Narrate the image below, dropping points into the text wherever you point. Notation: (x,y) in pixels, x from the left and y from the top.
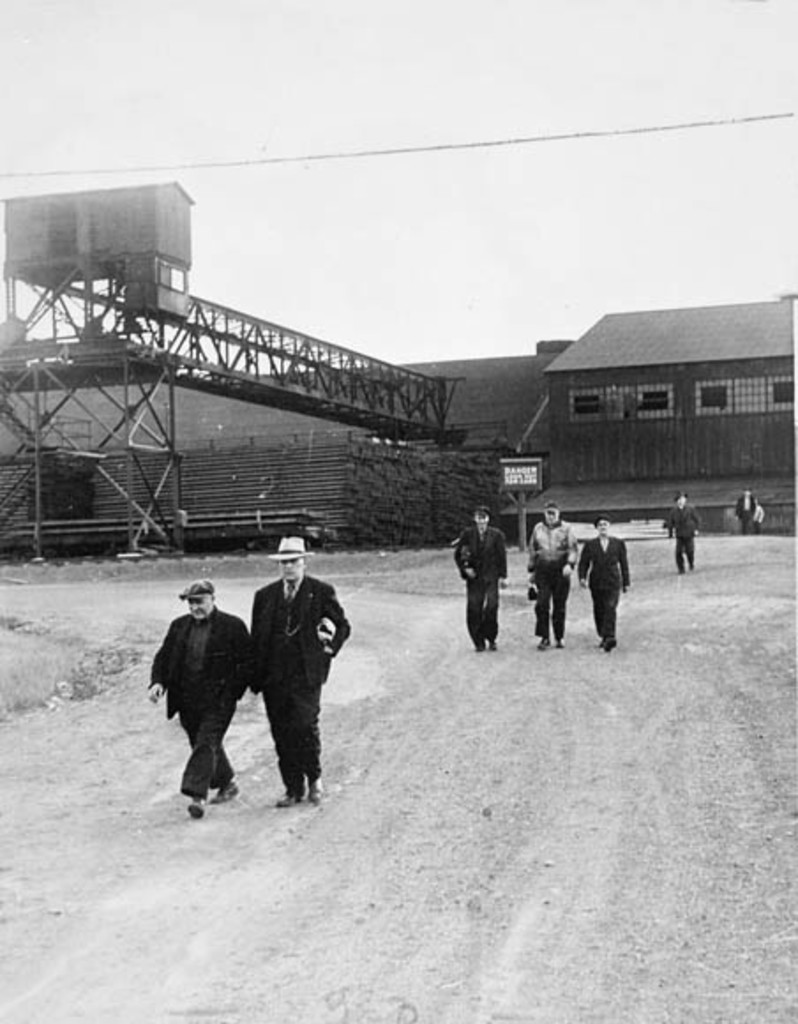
This image is a black and white image. This image is taken outdoors. At the top of the image (416,158) there is the sky (450,263). At the bottom of the image (197,851) there is a ground (610,806). In the background (733,361) there is a building (620,415) with walls (691,416), windows (736,386) and a roof (678,319). There is a bridge (151,346). There are many iron bars (90,408). There is a fence (348,509) and there is a board (516,485) with a text (514,475) on it. In the middle of the image (480,587) a few people (540,557) are walking on the ground (509,620).
